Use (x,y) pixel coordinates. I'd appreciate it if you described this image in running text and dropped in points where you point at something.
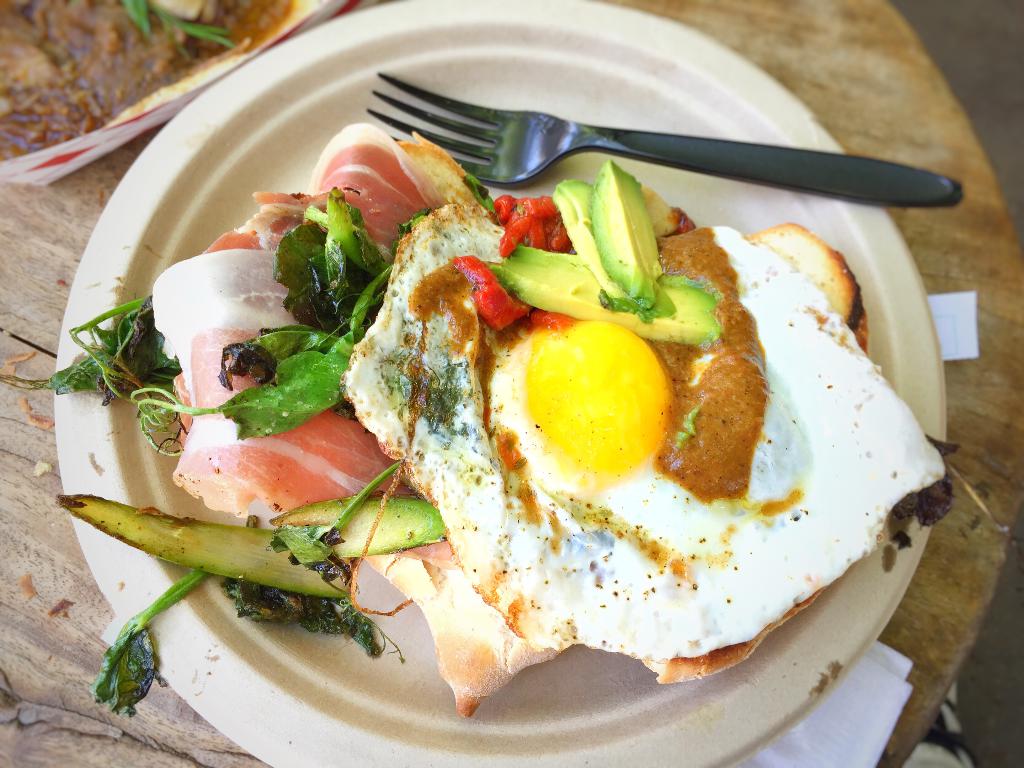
In this image I can see a plate (388,589), food (489,247), fork (570,125) and objects (955,339) are on the table (900,156).
